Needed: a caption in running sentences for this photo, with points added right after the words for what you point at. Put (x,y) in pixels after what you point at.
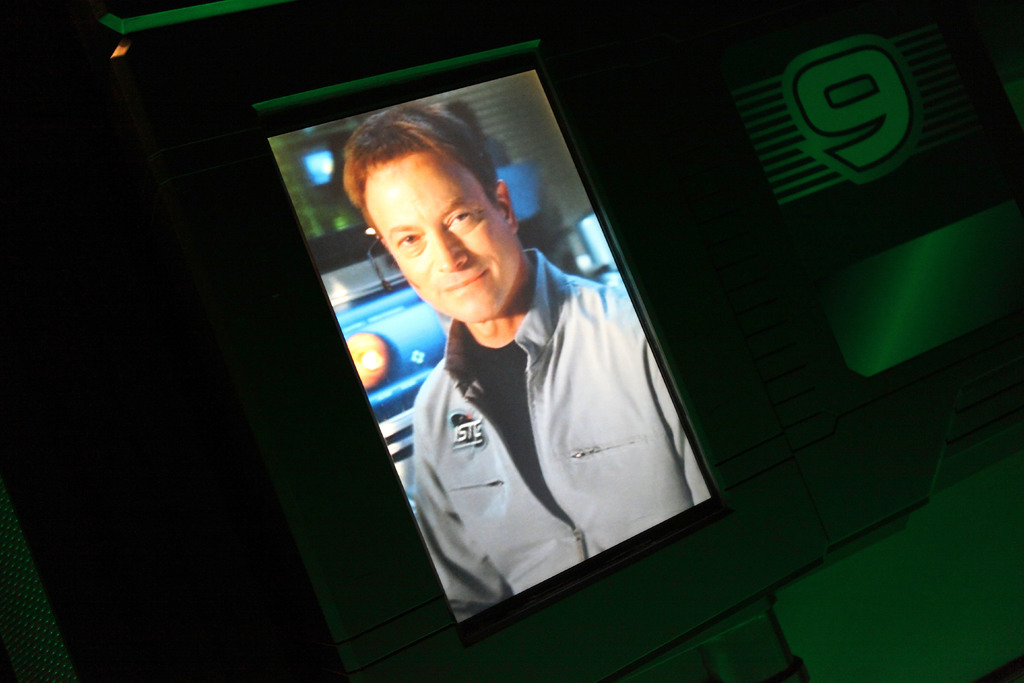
In this image we can see a person (536,336) on the display screen (600,459).
